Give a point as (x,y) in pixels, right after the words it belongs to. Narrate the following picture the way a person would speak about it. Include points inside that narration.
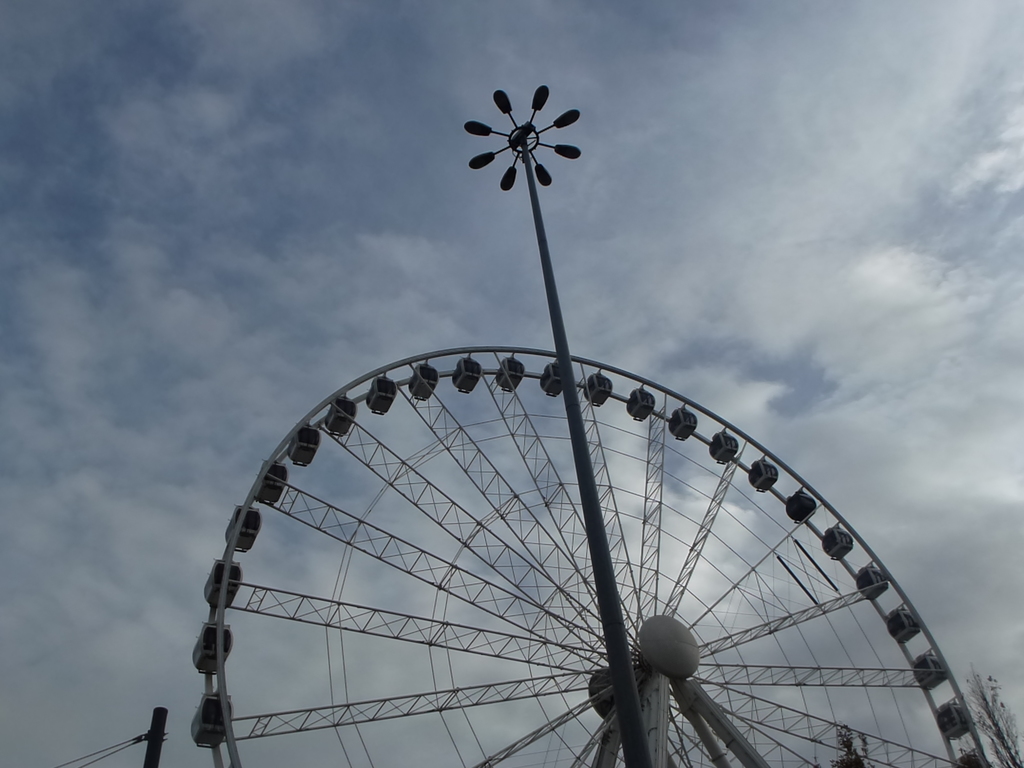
In this image there is a giant wheel (545,501), in front of it there is a pole (527,132) with lights (544,171) at the top (543,104), trees (842,746), ropes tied to the other pole (151,755) and some clouds (664,233) in the sky (595,178).
